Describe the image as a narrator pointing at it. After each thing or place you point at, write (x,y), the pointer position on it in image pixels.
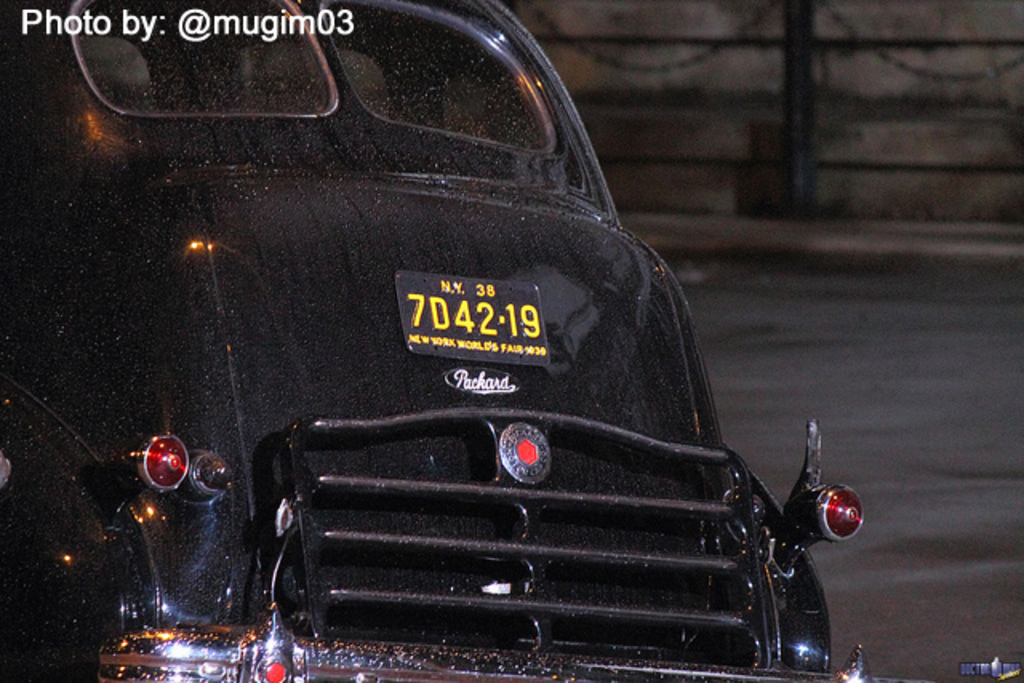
In this picture I can see a vehicle (418,62). I can see road (885,436), chain barriers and there are watermarks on the image.
